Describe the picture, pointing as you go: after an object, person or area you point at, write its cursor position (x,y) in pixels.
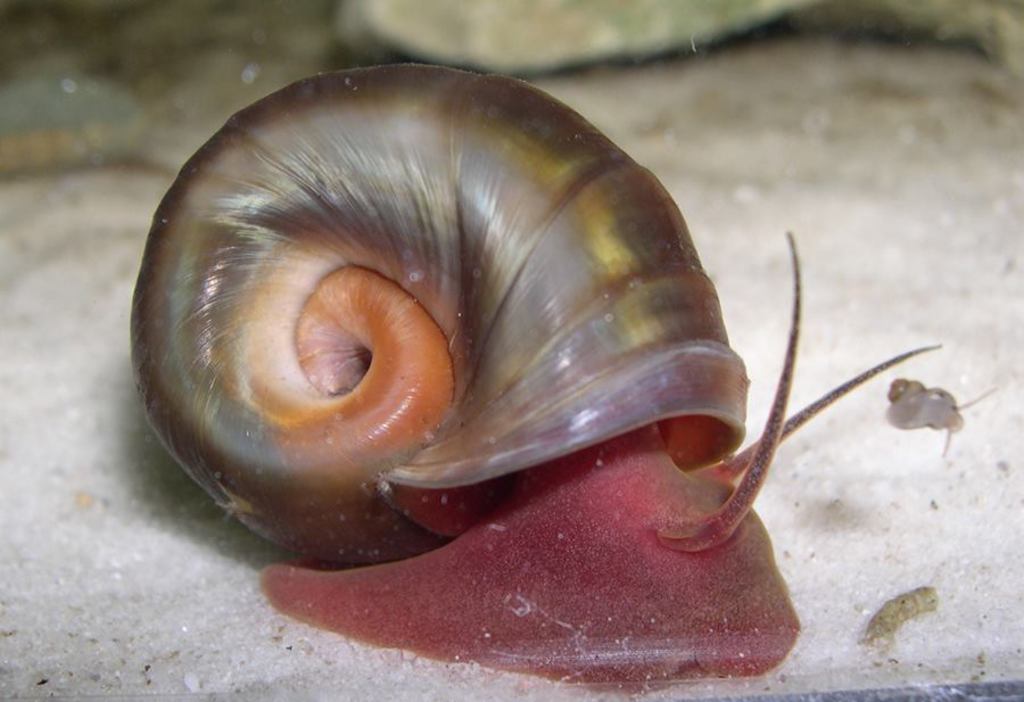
In the picture I can see snail (543,343).
